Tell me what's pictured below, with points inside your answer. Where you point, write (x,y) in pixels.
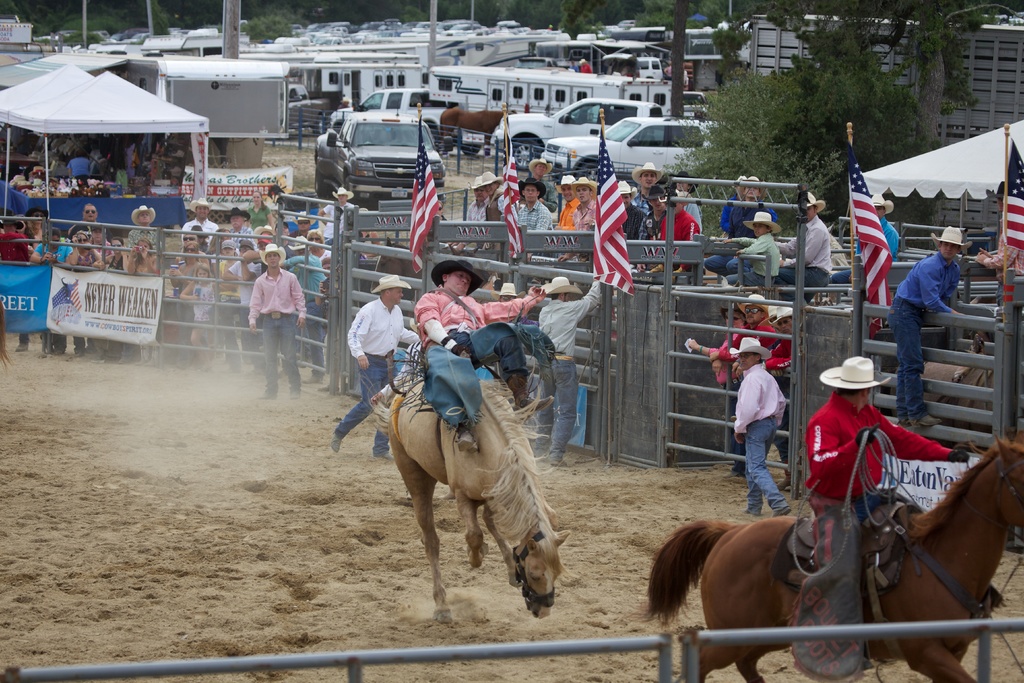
In this image, I can see two people (476,275) riding the horses (470,486). This looks like a competitive event named as rodeo. There are groups of people (267,263) standing. This looks like a gate (684,419). These are the banners (123,299), which are hanging. I can see the flags (510,217) hanging to the poles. These look like the canopy tents (961,161). These are the vehicles (231,130), which are parked. I can see the trees (829,123).
